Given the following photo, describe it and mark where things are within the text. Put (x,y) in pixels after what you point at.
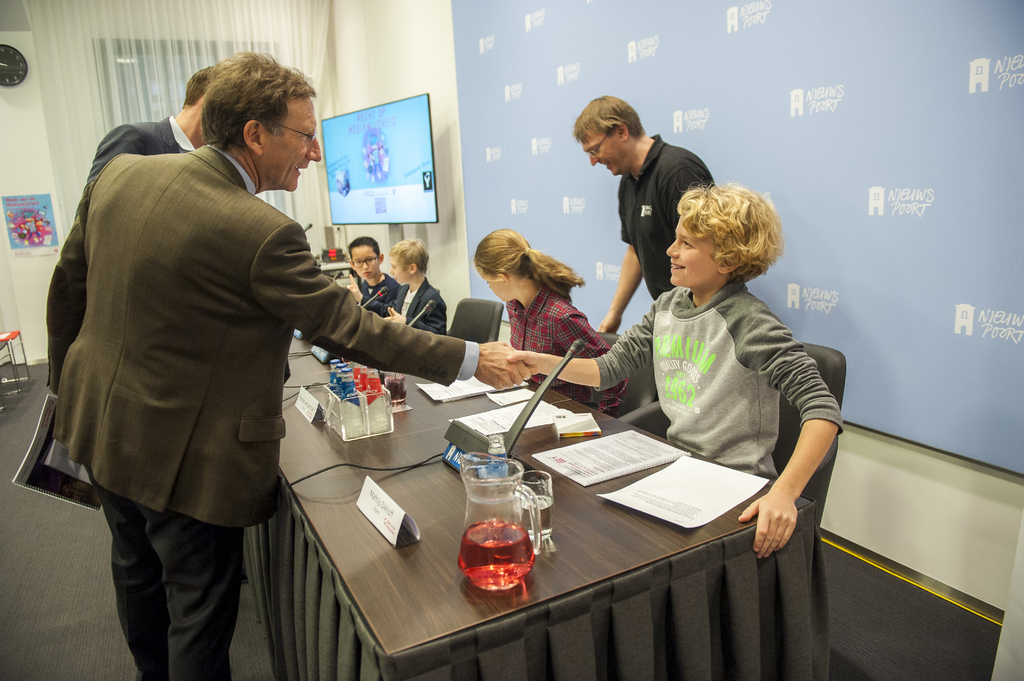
In this image I see 4 children (738,380) who are sitting on chairs (840,393) and 3 men (480,359) who are standing, I can also see that this man (312,311) and this boy (749,199) are holding their hands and I see that these 3 are smiling, I can also see a table (335,599) over here on which there are papers (634,472), name boards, glass (547,496), a jar (506,483) and few things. In the background (25,11) I see a TV (434,172), curtain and a clock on the wall (2,192).
